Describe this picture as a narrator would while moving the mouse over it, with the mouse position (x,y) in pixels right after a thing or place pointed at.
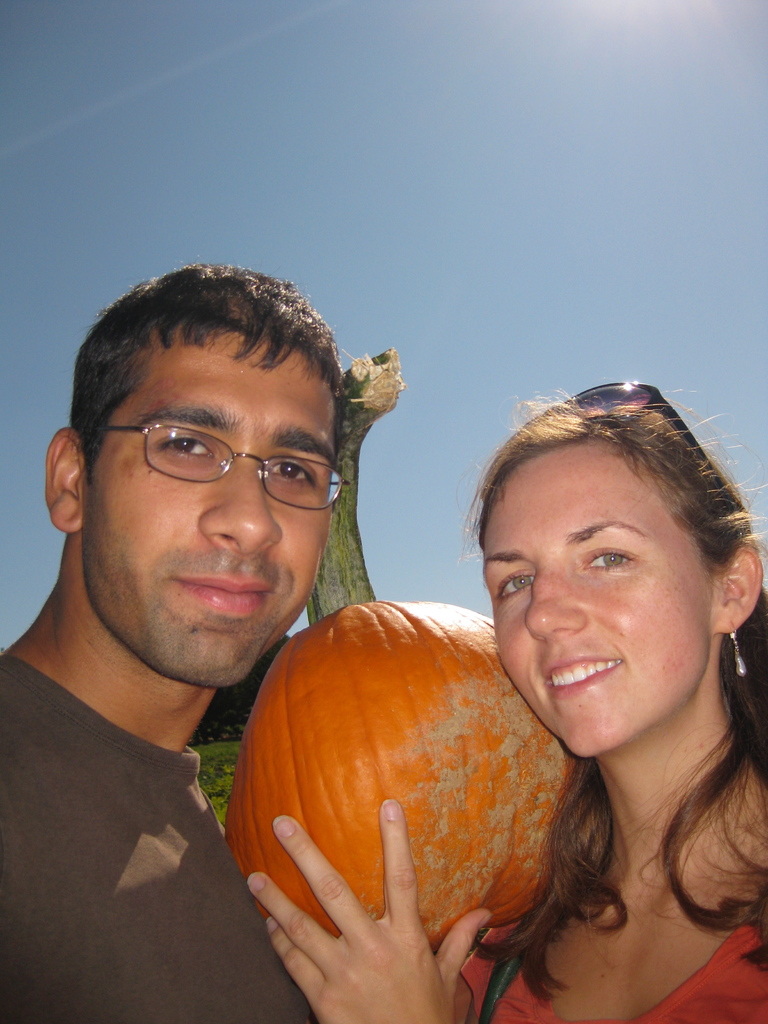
This is the man (138,687) and woman (628,753) standing and smiling. This woman (407,869) is holding a big pumpkin (392,726). I can see the sky (442,155).
